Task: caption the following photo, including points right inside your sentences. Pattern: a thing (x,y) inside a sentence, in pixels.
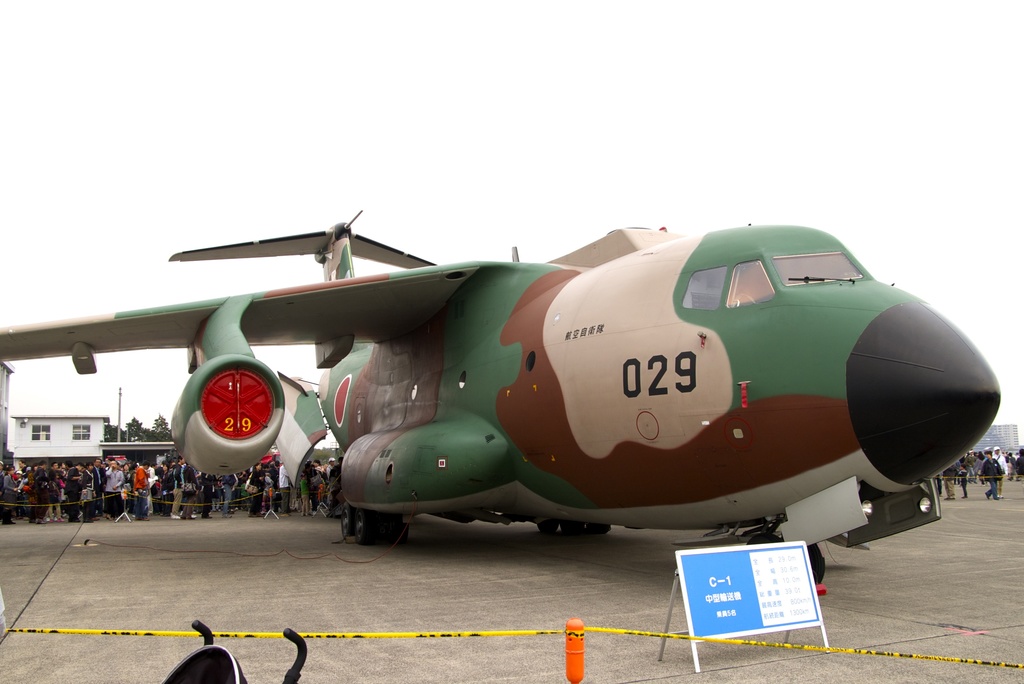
In this image I can see a board (724,582), an orange color thing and a yellow color tape (130,633) in the front (1001,661). I can also see a black color thing (186,683) on the bottom left side (302,650) and in the background (641,331) I can see a camouflage color aircraft (305,401) and number of people (247,484) are standing behind it. I can also see few buildings (120,453) on the both side of this image and on the left side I can see few trees (146,429).
